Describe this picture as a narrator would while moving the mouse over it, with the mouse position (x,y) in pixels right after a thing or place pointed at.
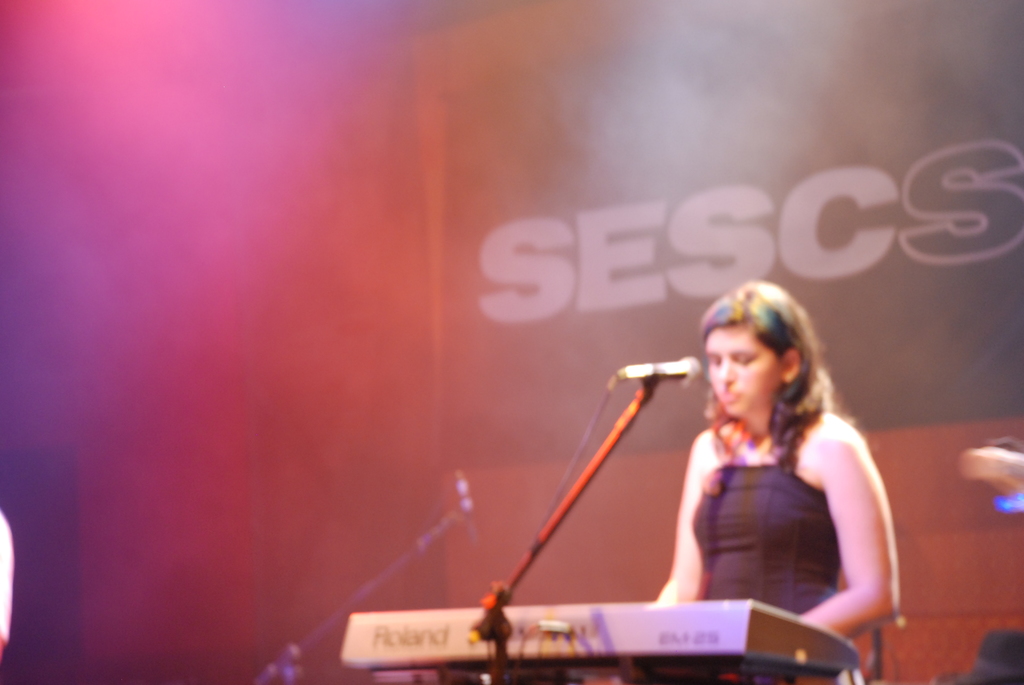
In this image we can see a woman (719,537) standing in front of the keyboard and there is a stand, on the stand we can see a mic (641,374), in the background (624,165) it looks like a poster (500,386) with text (680,267).
